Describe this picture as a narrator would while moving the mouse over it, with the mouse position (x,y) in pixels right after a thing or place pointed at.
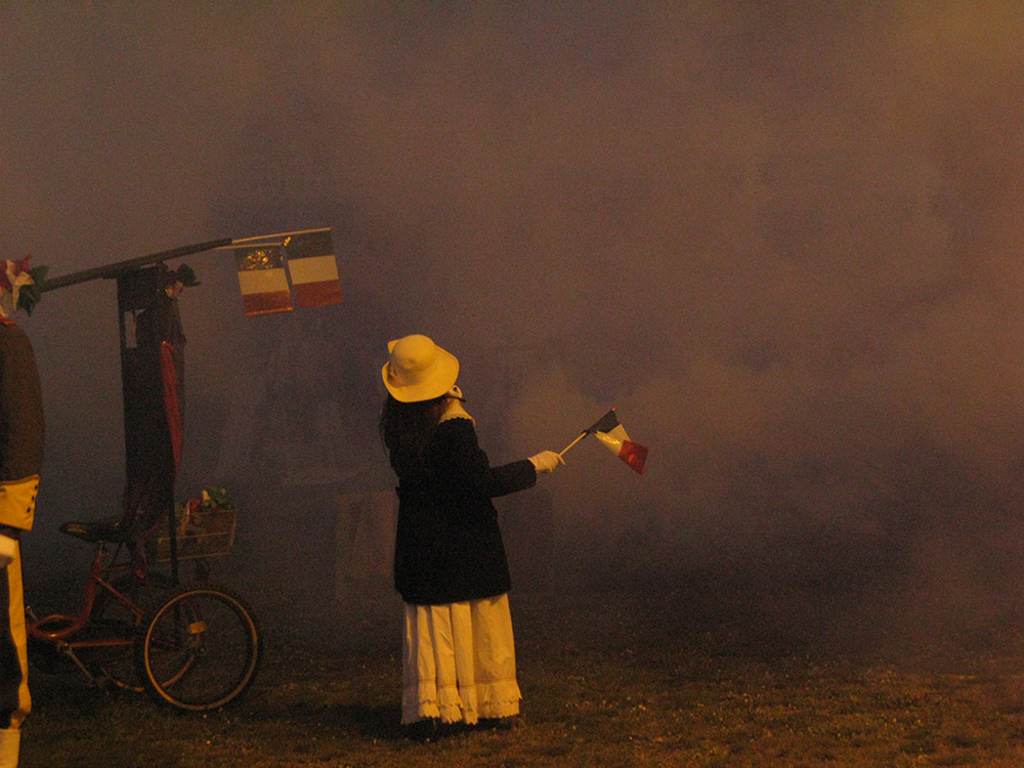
In this image we can see one woman (452,502) with hat (425,358) holding a flag (583,438) and standing on the ground (297,634). There is one person (18,569) truncated on the left side of the image (14,286), one object (142,432) on the ground (348,684), two flags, one bicycle (167,534) on the ground (276,639), some grass (1011,729) on the ground (296,606), one object (127,281) on the left side of the image (139,278), some objects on the bicycle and the background (549,203) is blurred. It looks like smoke (553,221) in the background (551,254).
